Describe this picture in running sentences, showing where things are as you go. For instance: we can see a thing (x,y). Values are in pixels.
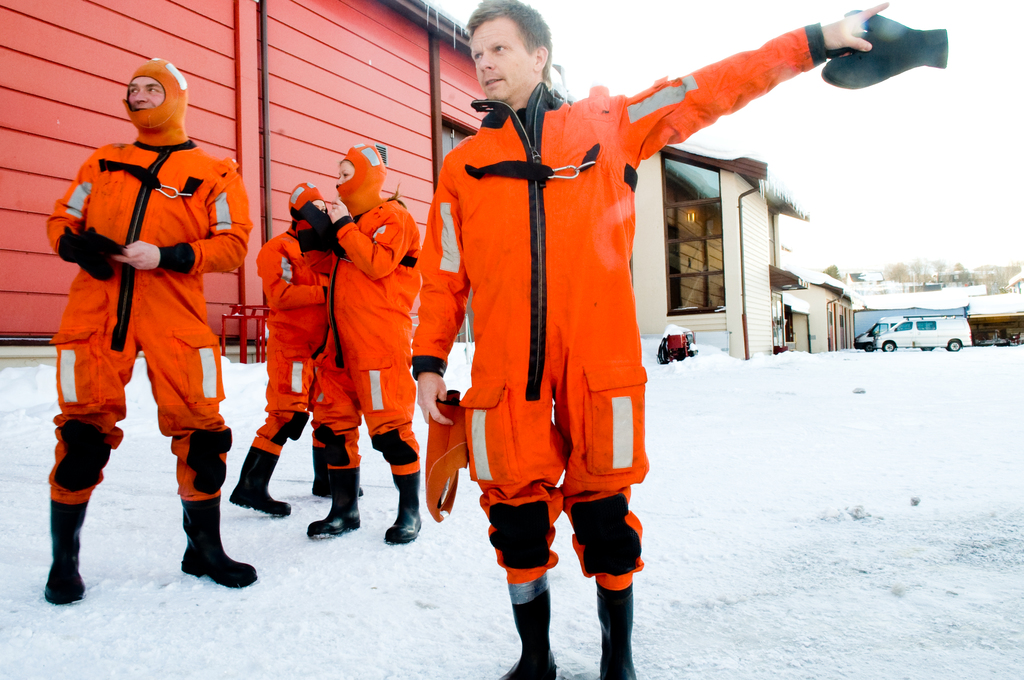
In front of the image there is a person (563,187) standing by holding gloves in his hand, behind him there are a few other people (349,309), behind them there are houses (668,285) with glass windows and there are cars (876,344), in the background of the image (900,293) there are trees (891,277) and there is snow (404,556) on the surface (403,565).
